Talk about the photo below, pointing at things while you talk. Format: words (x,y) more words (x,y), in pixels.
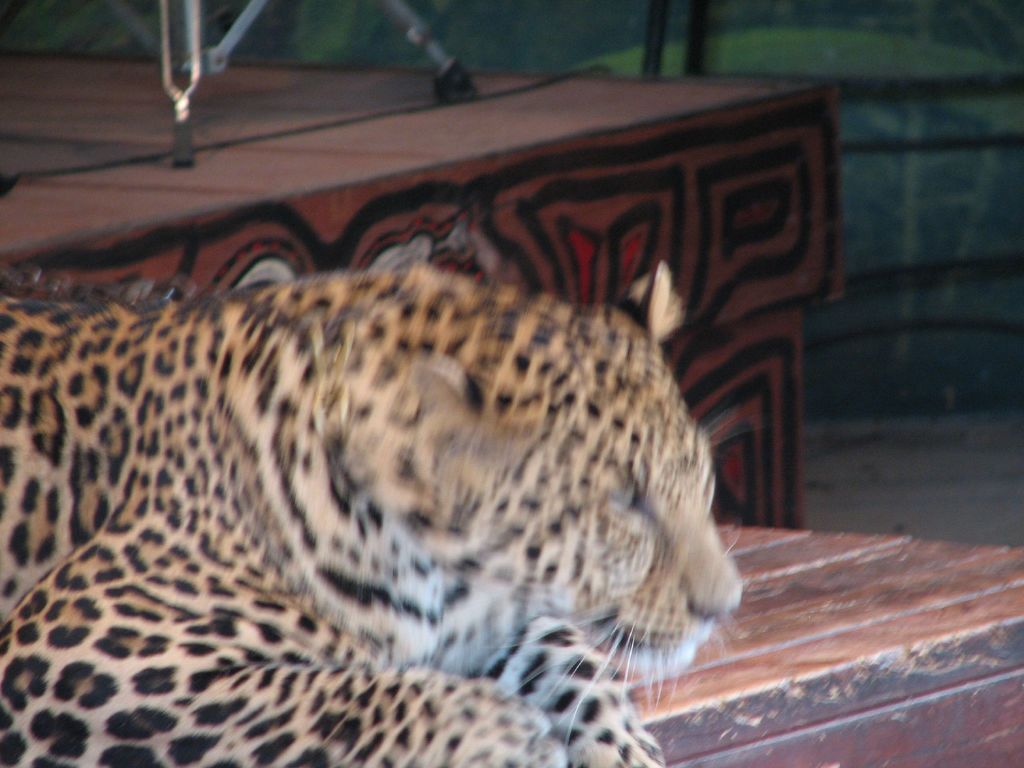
In this picture I can see a leopard (366,546) on the table (694,694) and looks like a stand (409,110) and few trees (362,23) in the background (220,10).
